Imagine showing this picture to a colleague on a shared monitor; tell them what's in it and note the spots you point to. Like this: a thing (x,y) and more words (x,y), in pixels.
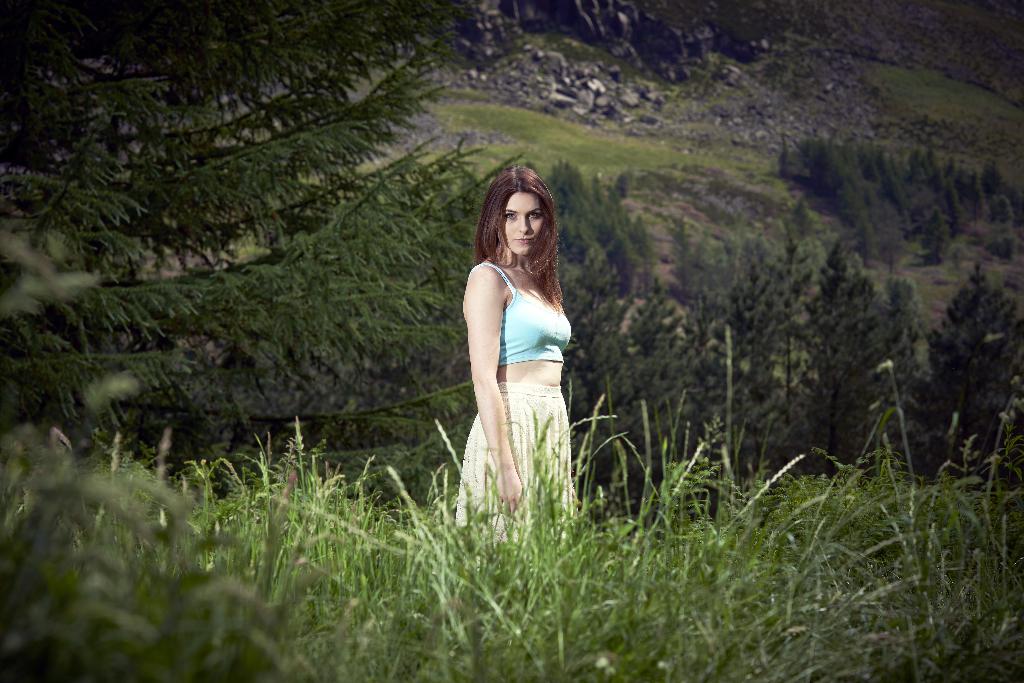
Here we can see a woman (518,472) standing on the ground (601,641). Here we can see grass (549,164), trees (606,193), and rocks (529,65).
